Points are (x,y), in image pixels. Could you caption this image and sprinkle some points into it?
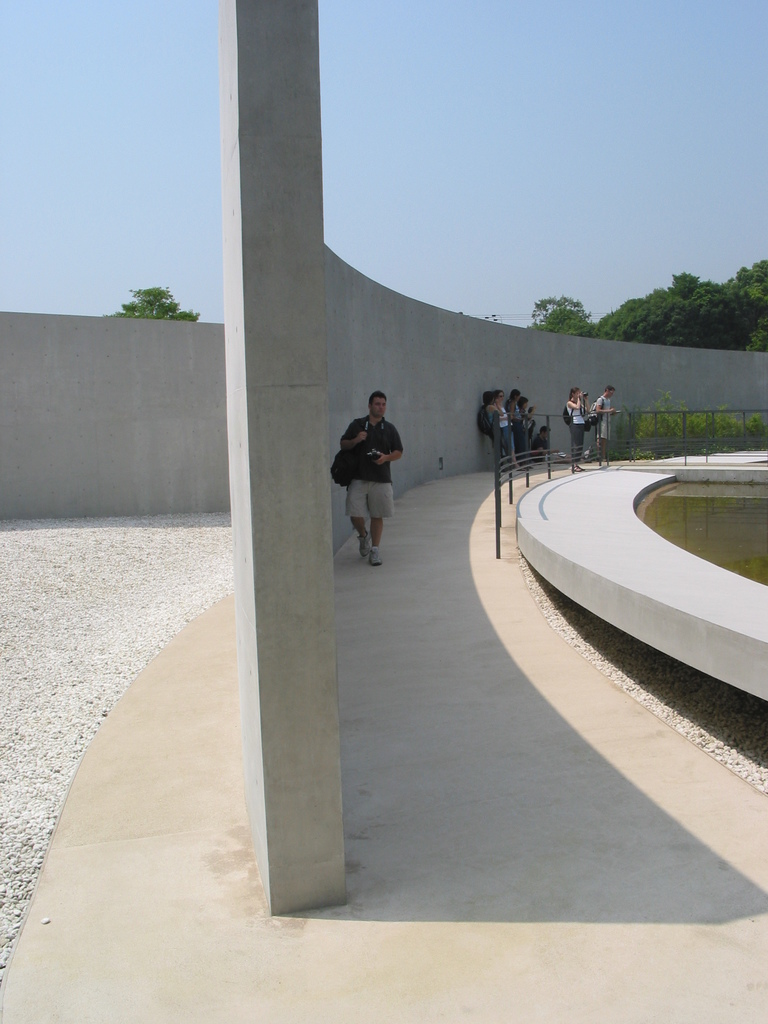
This image is taken outdoors. At the top of the image (405,125) there is a sky (211,187). In the background (704,291) there are a few trees (669,312). At the bottom of the image (369,955) there is a floor (369,840). In the middle of the image (277,383) there are a few walls (347,412) and a few people (388,445) are standing on the floor (383,520). There is a railing (708,421) and there are a few plants (661,433). On the right side of the image (655,525) there is a fountain (687,523) with water (706,524).
